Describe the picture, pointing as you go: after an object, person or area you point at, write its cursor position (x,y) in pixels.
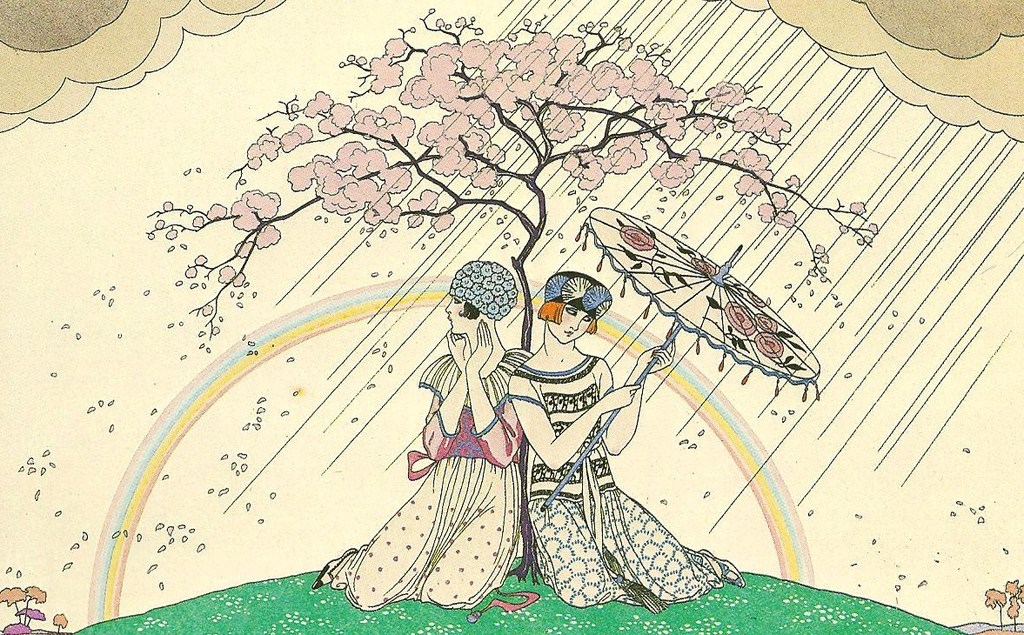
This is a painting. In this painting, we can see there are two women (482,322) sitting on the grass (400,623) on the ground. One of them is holding an umbrella (717,289). Behind them, there is a tree (568,164). In the background (243,308), there are trees (33,609), water drops (294,286), a rainbow (278,334) and there are clouds (978,10) in the sky (789,153).
